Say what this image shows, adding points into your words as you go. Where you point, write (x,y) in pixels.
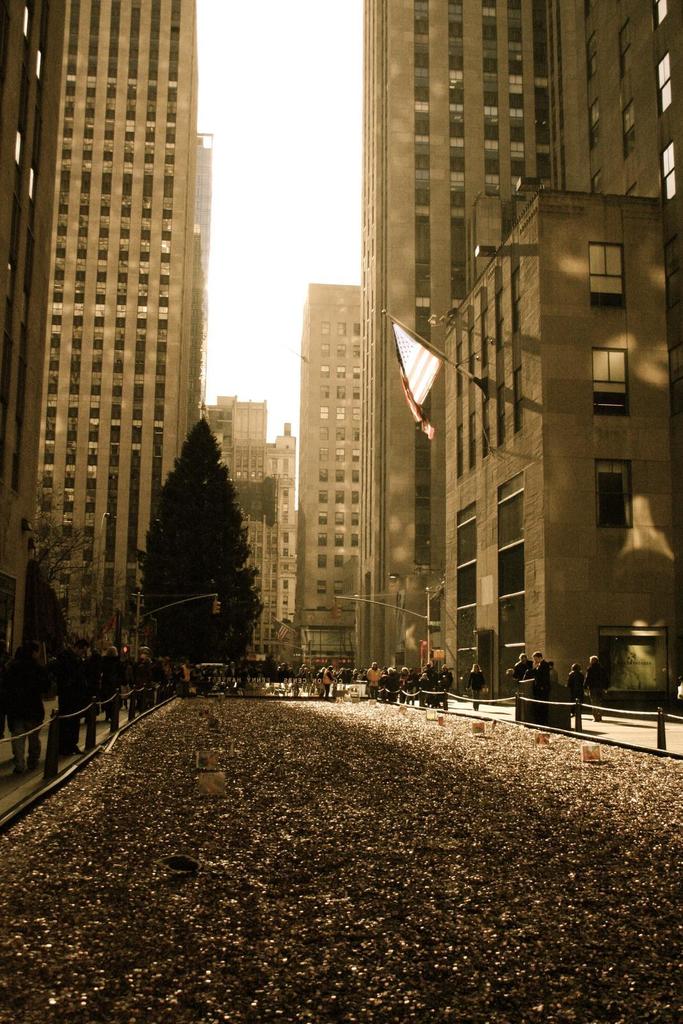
In this picture there is a way (384,875) and there are few people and a fence (580,703) on either sides of it and there are buildings (381,447), trees (252,584) and few people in the background (250,549).
